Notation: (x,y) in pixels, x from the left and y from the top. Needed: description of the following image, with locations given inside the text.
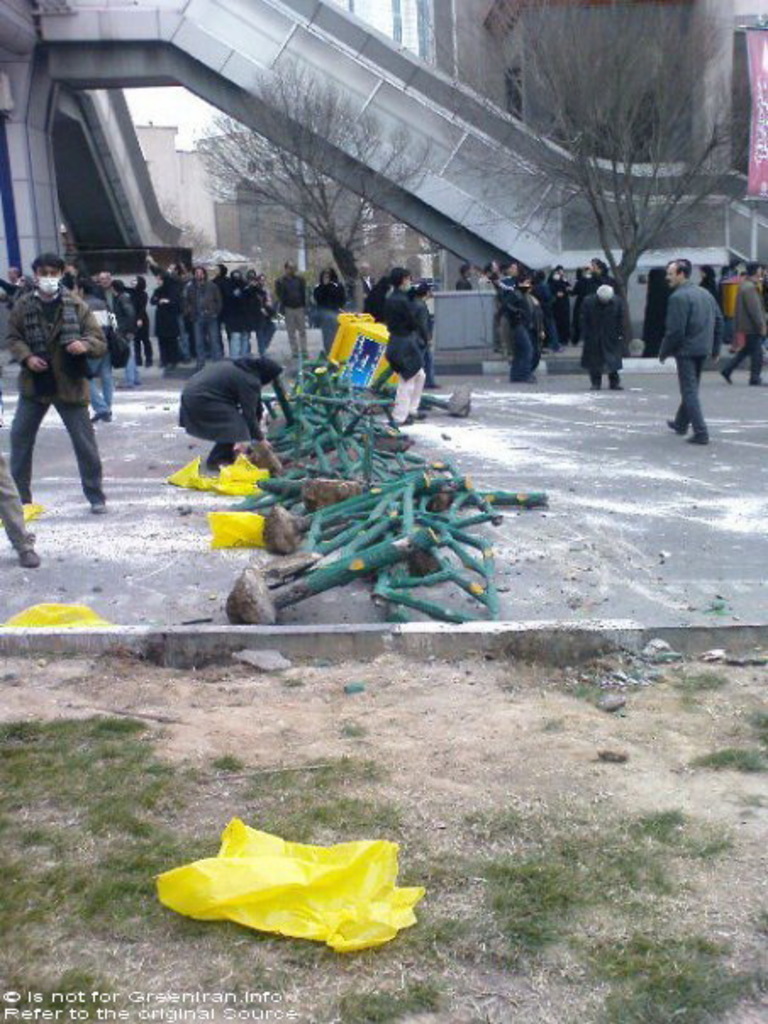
This picture shows few buildings (284,228) and we see couple of trees (629,103) and few people (78,326) standing and we see a man (58,300) wore a mask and we see few covers (222,516) on the road (227,616) and grass (385,975) on the ground (549,868) and text (153,1000) at the bottom of the picture (142,1000).
